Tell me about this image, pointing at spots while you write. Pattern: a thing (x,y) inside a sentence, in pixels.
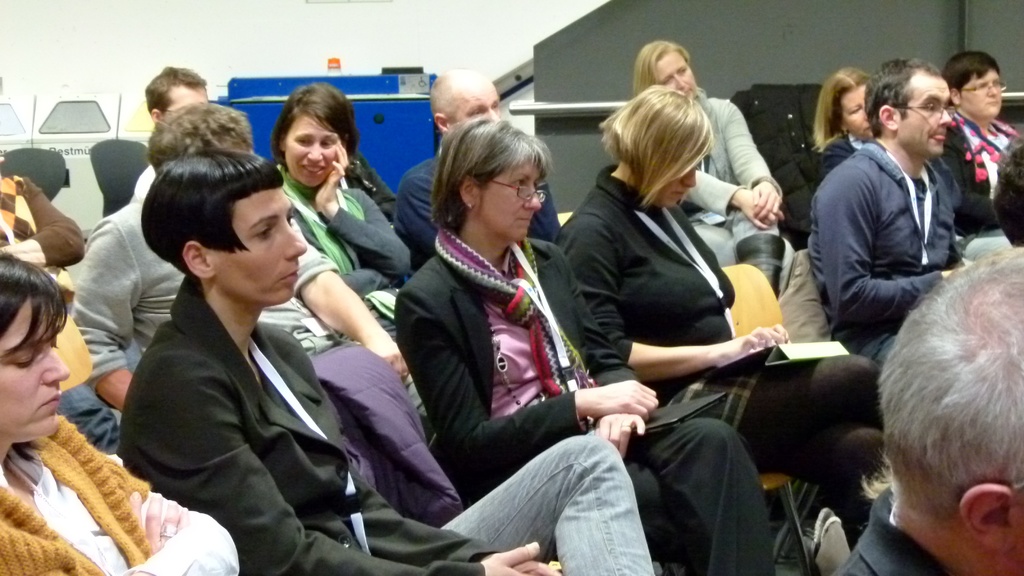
In this image we can see some people (355,307) sitting on the chairs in a room (194,13) and among them few people (730,527) carrying some things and in the background (430,81), we can see some objects (391,101).
